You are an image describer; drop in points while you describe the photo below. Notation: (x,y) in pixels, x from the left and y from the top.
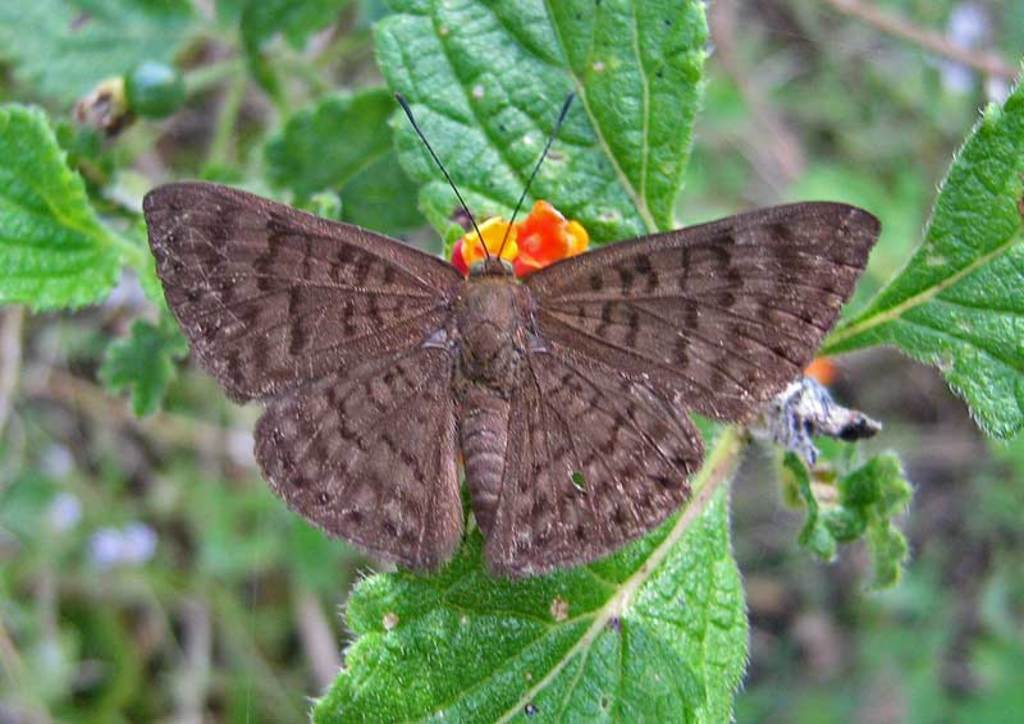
In this image we can see a butterfly (391,272) on the flower (531,266), there are plants (503,8), and the background (126,637) is blurred.
